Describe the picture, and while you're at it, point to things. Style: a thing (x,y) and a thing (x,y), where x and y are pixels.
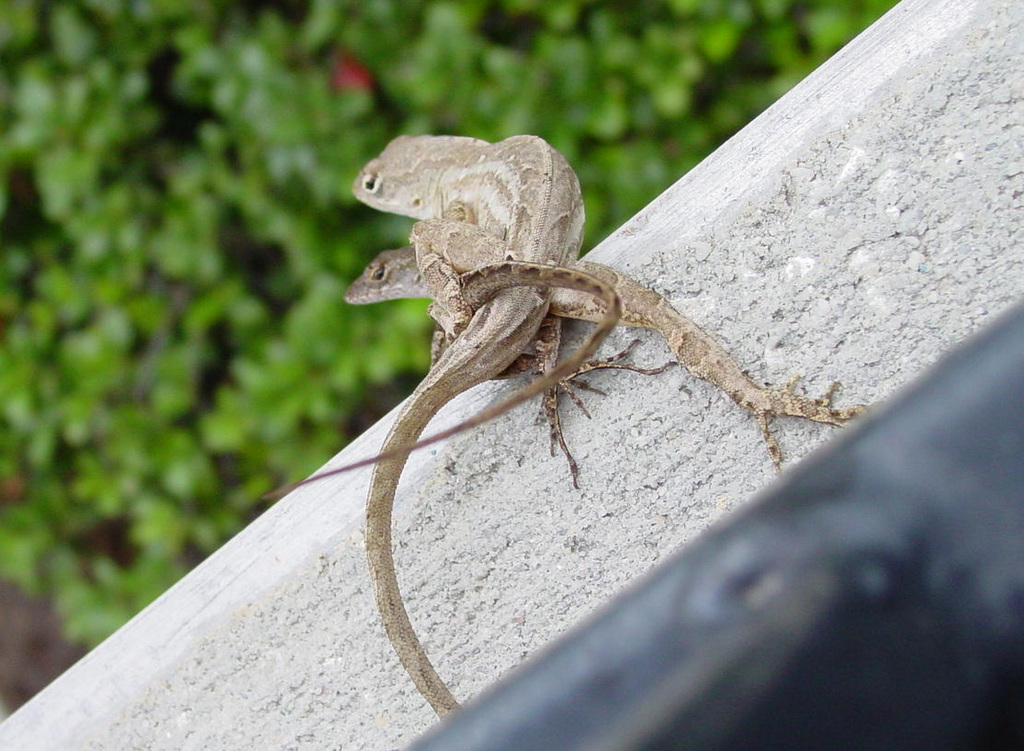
In the middle of the picture (372,295), we see two reptiles (533,289) are on the white wall (456,554). In the background (240,275), we see trees (348,153) or plants (505,130). At the bottom of the picture (703,562), it is black in color. In the background (262,446), it is blurred.
